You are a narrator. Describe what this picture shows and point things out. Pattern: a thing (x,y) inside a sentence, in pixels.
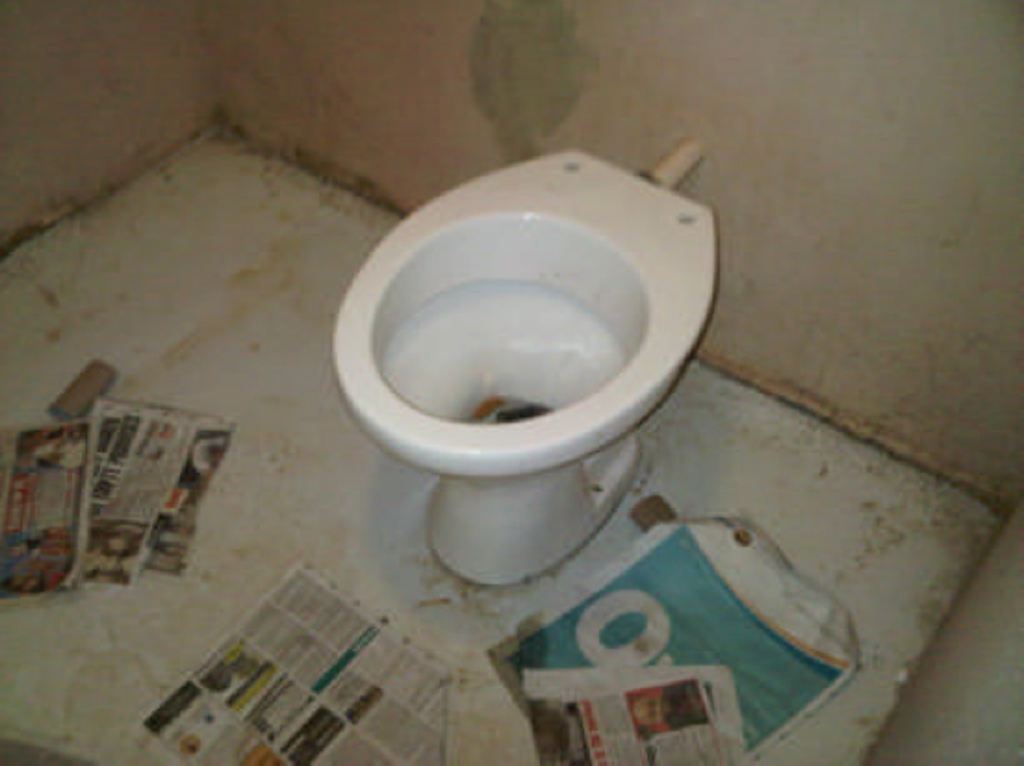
In this image in the center (601,392) there is a commode (538,317) and in front of the commode (527,472) there are papers (195,507) on the floor (433,614).
